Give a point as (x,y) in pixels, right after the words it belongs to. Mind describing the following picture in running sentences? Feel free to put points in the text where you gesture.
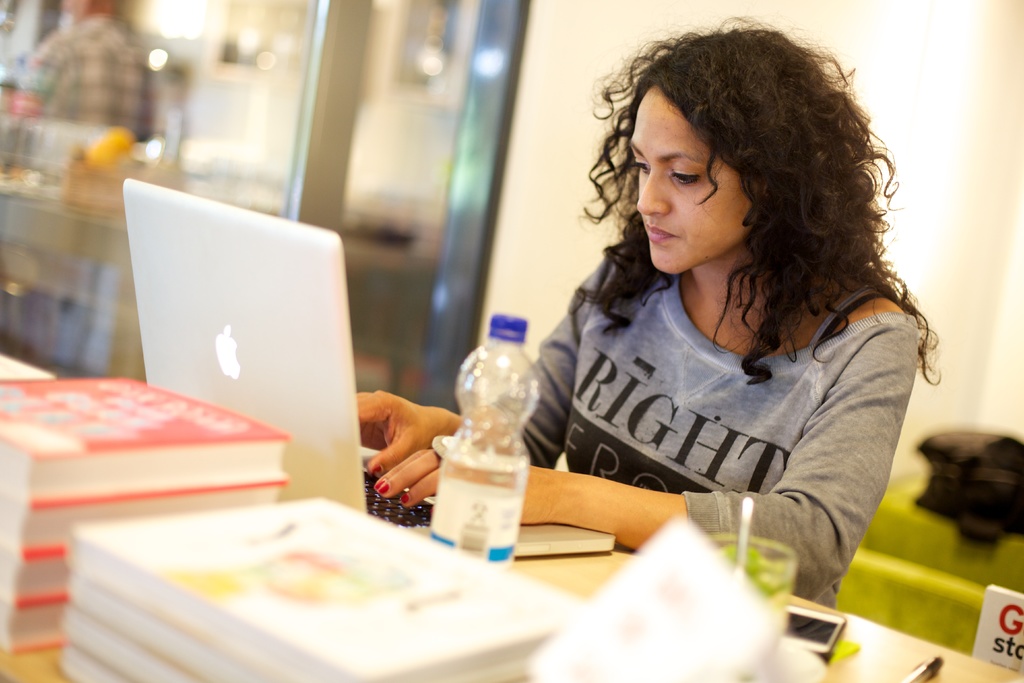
In the image there is a woman (727,463) sitting on chair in front of a table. On table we can see a laptop (353,414), water bottle (477,493), some books (199,494). In background (940,58) there is a wall (887,46) which is in white color and a glass door (390,92), on left side (118,43) we can see another person (88,65) standing.
